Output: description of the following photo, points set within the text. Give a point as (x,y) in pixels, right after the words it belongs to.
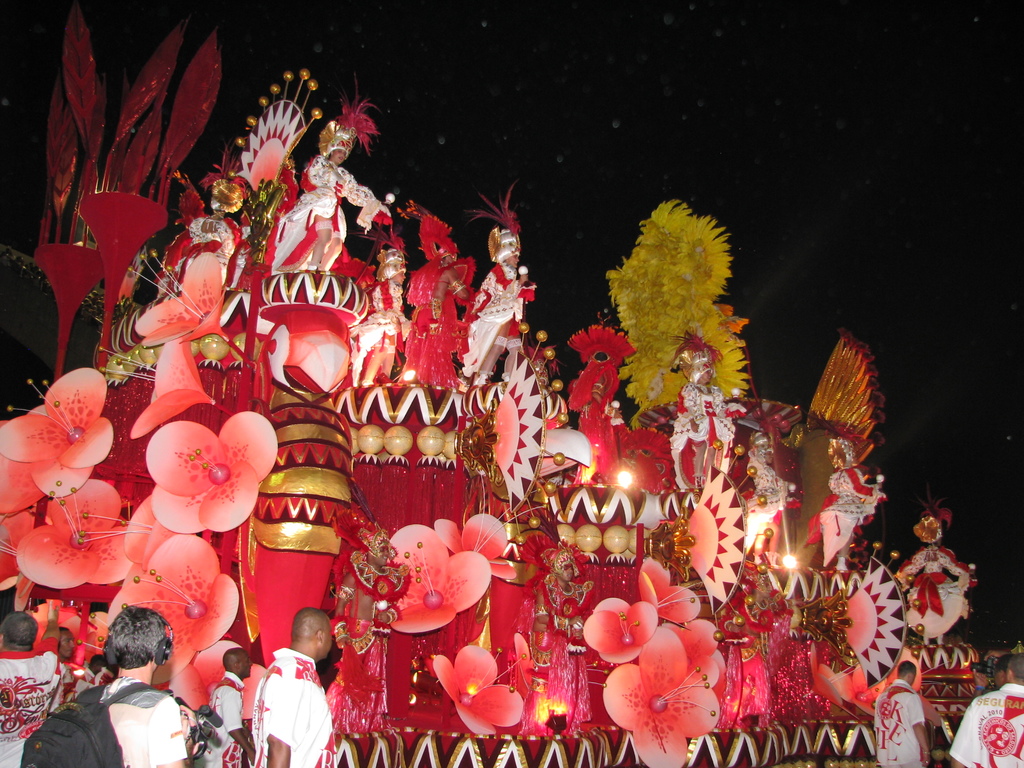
In the image we can see there are many people (294,263) present and some are wearing different costumes (441,312) and performing a show. Here we can see decorative flowers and decorative items (521,399). Here we can see the lights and the dark sky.
